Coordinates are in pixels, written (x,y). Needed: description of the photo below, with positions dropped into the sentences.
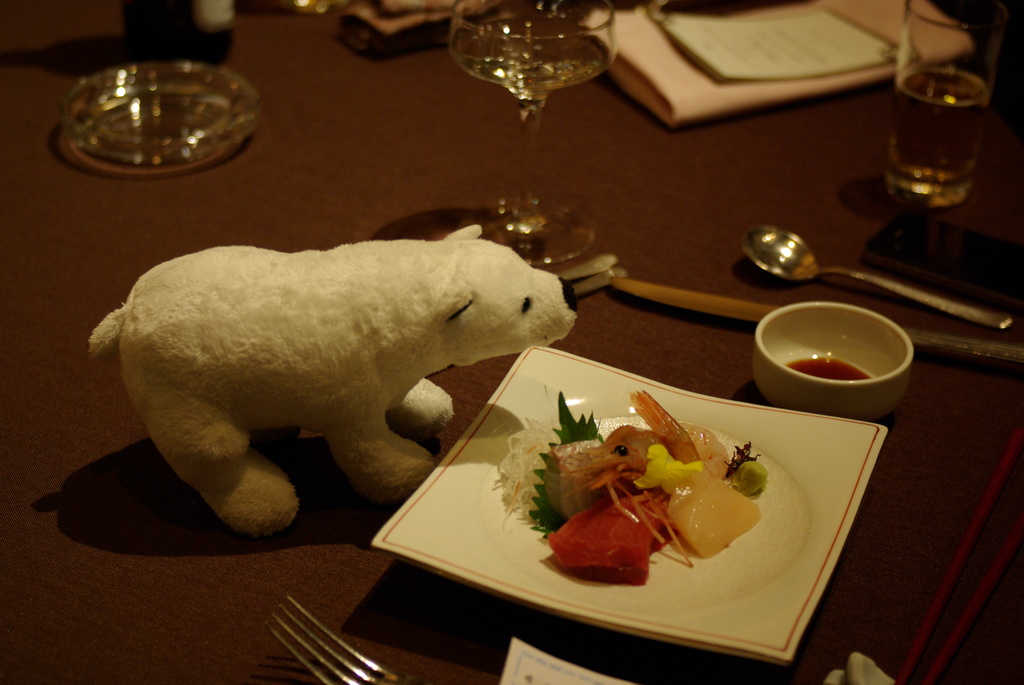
This picture shows a table (370,569) on which some food (632,474) was placed in the plate (763,554), cups (848,390), spoons (791,257) and some glasses (921,92) along with some papers (711,63) are there. There is a toy (322,326) in front of the plate (795,457).
